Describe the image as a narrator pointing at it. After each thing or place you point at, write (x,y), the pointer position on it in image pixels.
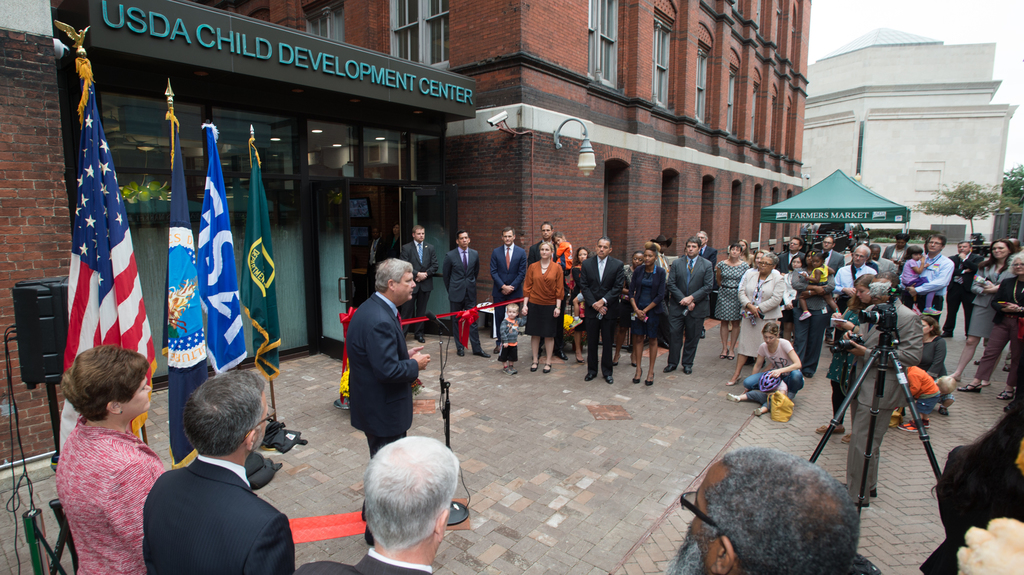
In this image we can see people (810,251) standing. On the right (880,316) there is a camera (888,316) placed on the stand (869,466). On the left (112,222) there are flags (109,338) and speaker (59,334). We can see a mic (434,317) placed on the stand (445,428). In the background (461,154) there are buildings (734,139) and we can see a tent (807,204). There are trees (1011,185).
